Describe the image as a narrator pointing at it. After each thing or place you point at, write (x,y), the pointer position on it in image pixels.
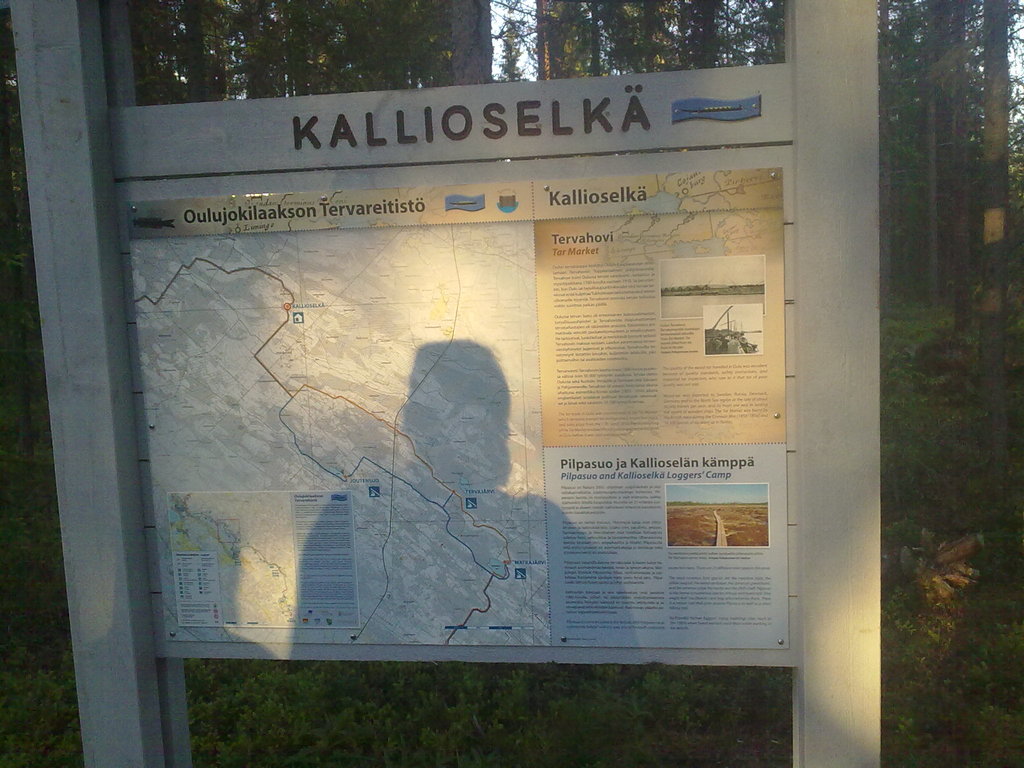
In this image in front (431,336) there is a board (536,235) with some text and drawing (442,394) on it. At the bottom of the image (539,721) there is grass (560,723) on the surface (539,737). In the background of the image (599,11) there are trees (440,44) and sky (500,24).
